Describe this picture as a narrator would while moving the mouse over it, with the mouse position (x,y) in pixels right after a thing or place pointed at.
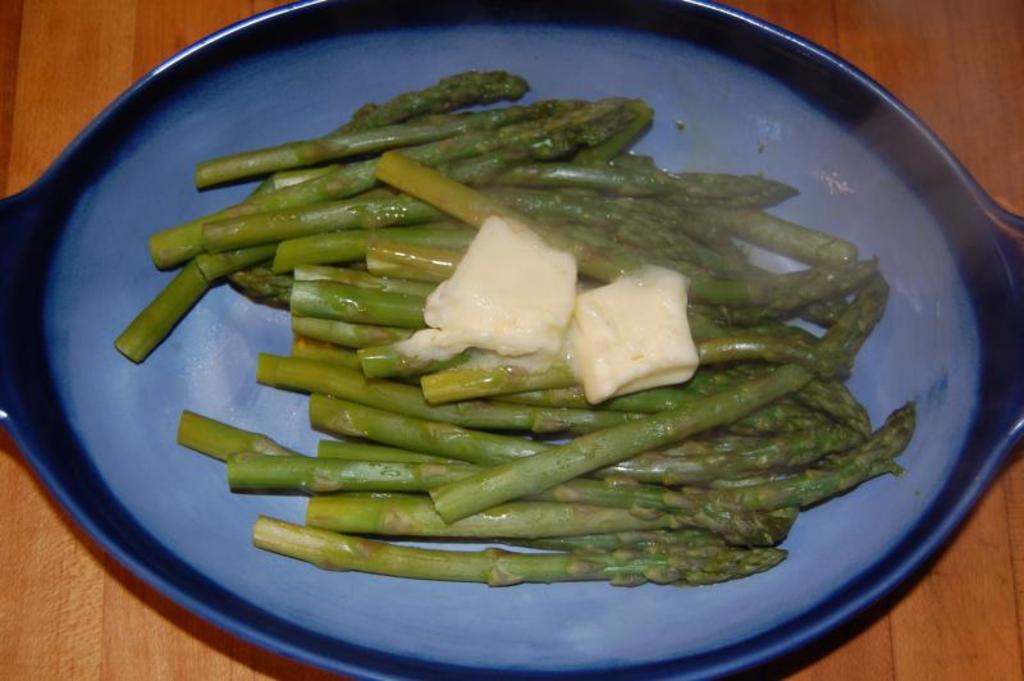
In this image we can see a bowl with some food (621,271) on the surface (893,24).
